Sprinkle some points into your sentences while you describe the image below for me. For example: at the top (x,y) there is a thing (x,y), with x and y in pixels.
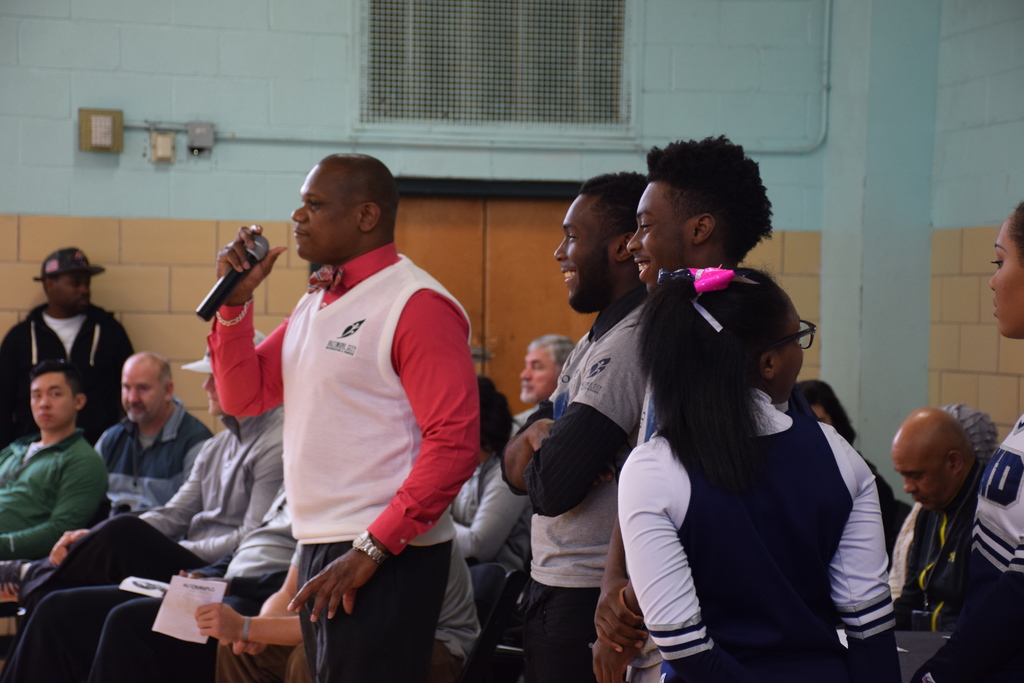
In this picture we can see some people (782,456) standing on the right side (691,569), on the left side (299,557) there are some people (213,540) sitting here, this man (314,403) is holding a microphone (238,282), in the background (241,172) there is a wall (271,113), we can see a paper (181,621) here.
